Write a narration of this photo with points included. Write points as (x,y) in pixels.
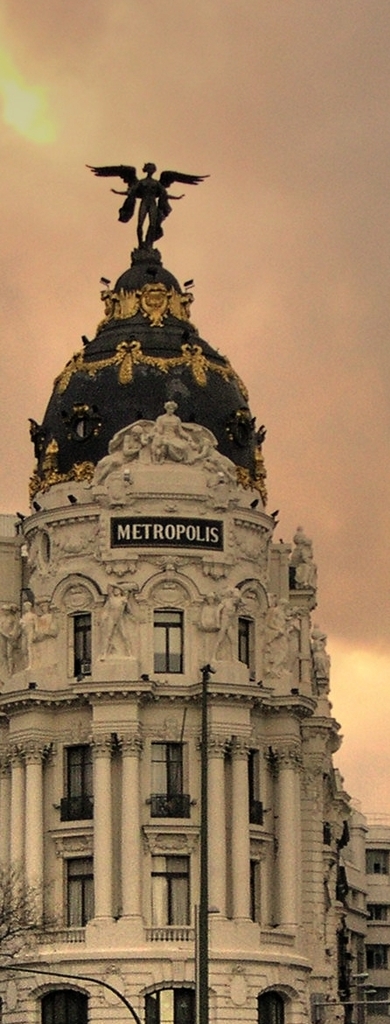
In this image in front there are street lights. There is a tree (31,944). In the background of the image (291,758) there are buildings (320,759) and sky (328,376).
